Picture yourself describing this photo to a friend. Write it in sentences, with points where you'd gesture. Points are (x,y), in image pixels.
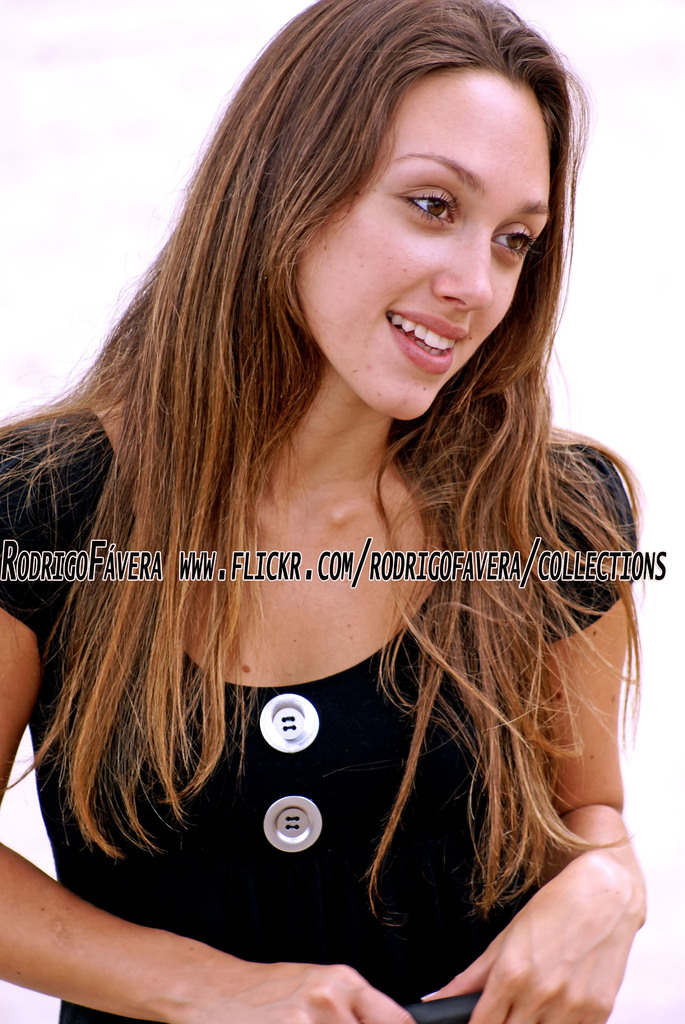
In the picture we can see a woman (245,836) in a black dress (48,544) and loose brown hair (520,431) and she is smiling.
